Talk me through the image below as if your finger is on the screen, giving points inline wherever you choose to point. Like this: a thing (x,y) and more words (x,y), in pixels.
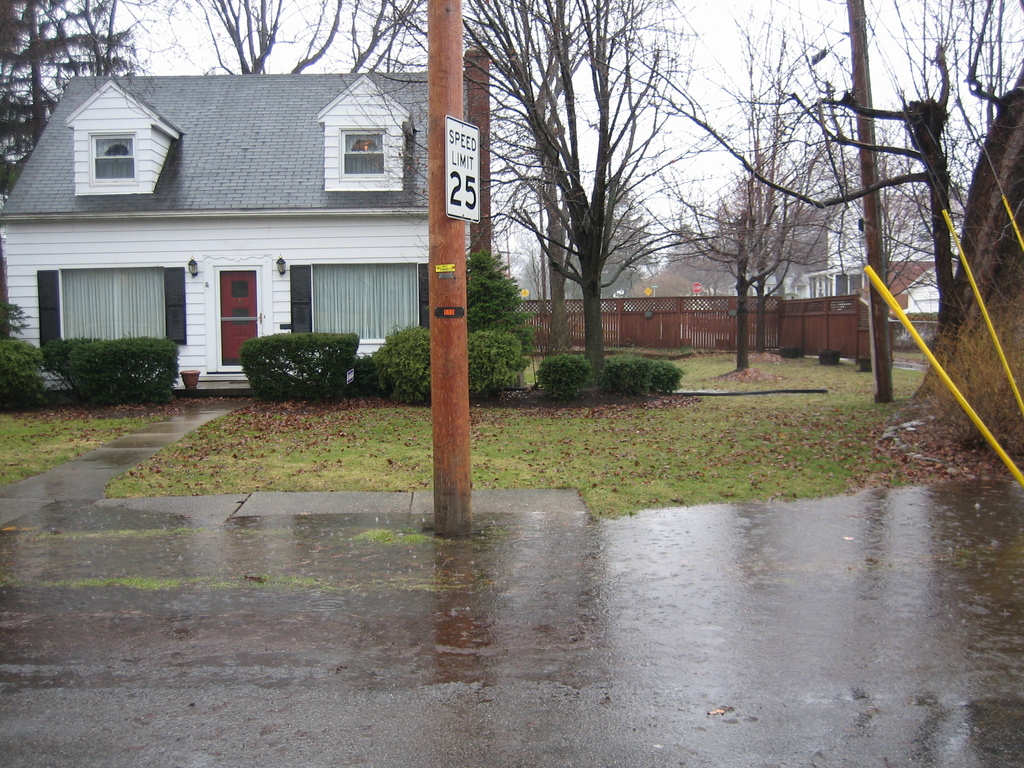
In this picture there is a house (211,269) and few plants (253,354) in the left corner (151,385) and there are few dried trees (785,263), buildings (834,246) and some other objects (768,307) in the background (774,273).
